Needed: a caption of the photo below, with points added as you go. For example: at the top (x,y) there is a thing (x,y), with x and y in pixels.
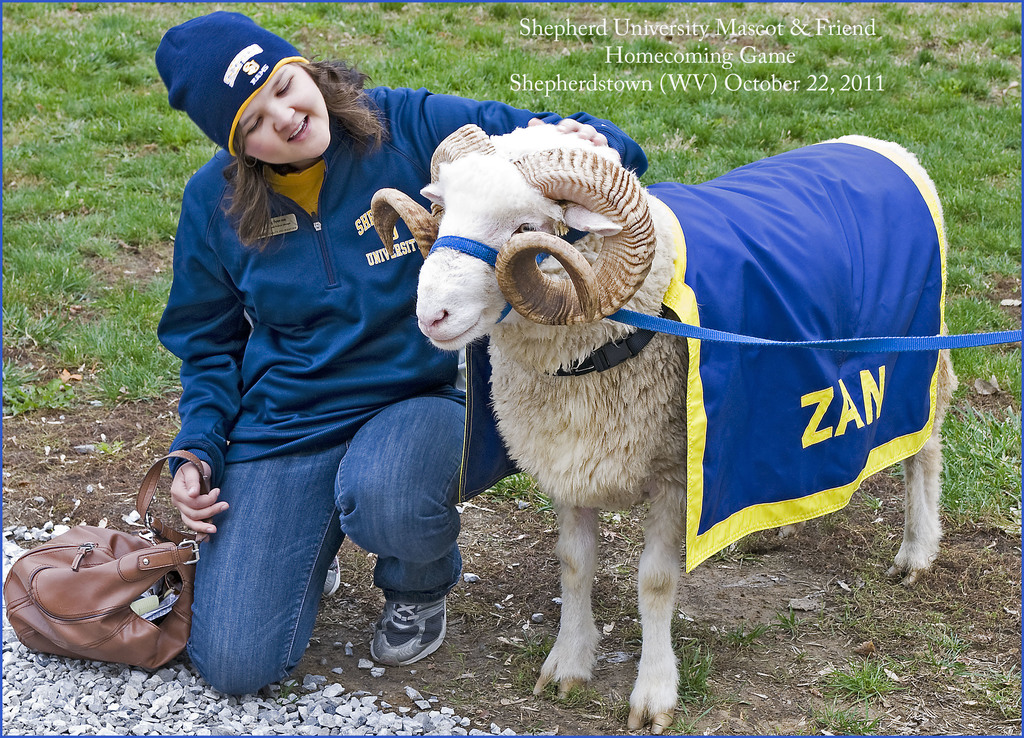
In this picture we can see a woman (201,647). She is holding a bag (43,554) with her hand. There is a sheep (612,439). Here we can see grass (89,127).
